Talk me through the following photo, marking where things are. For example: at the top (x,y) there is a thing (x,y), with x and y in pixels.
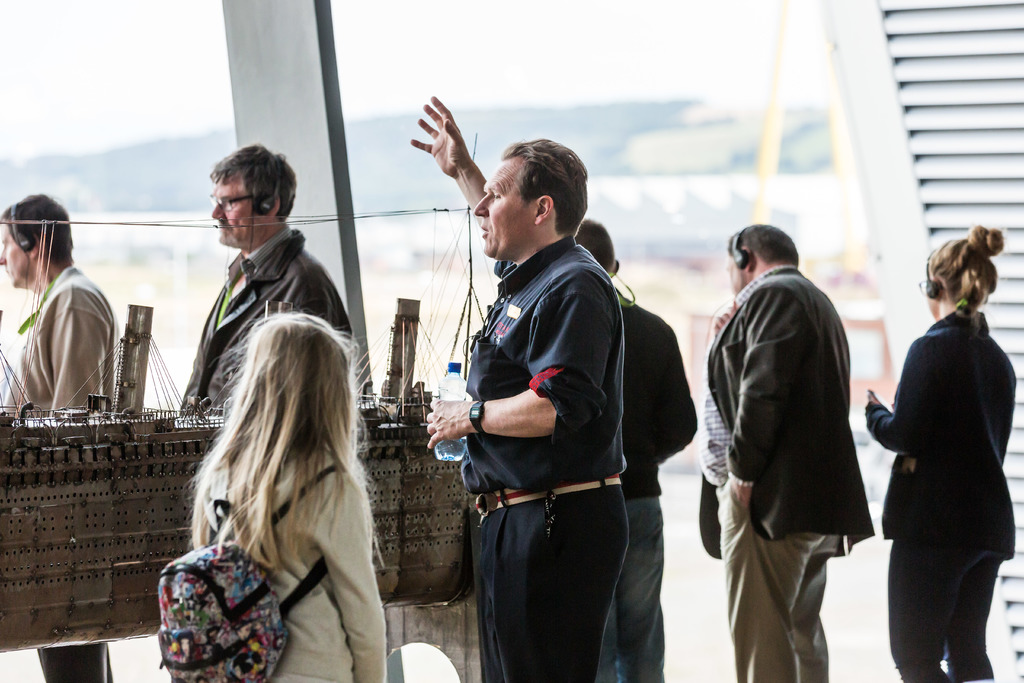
Here in this picture we can see a group of people (634,424) standing over a place (712,598) and the child (348,496) in the front (335,503) is having a bag (257,575) on her and the person (491,387) beside her is holding a bottle (454,367) in his hand (468,411) and we can see a model ship (8,452) present in front of them and behind that we can see people (248,205) with headsets (264,195) on them.
